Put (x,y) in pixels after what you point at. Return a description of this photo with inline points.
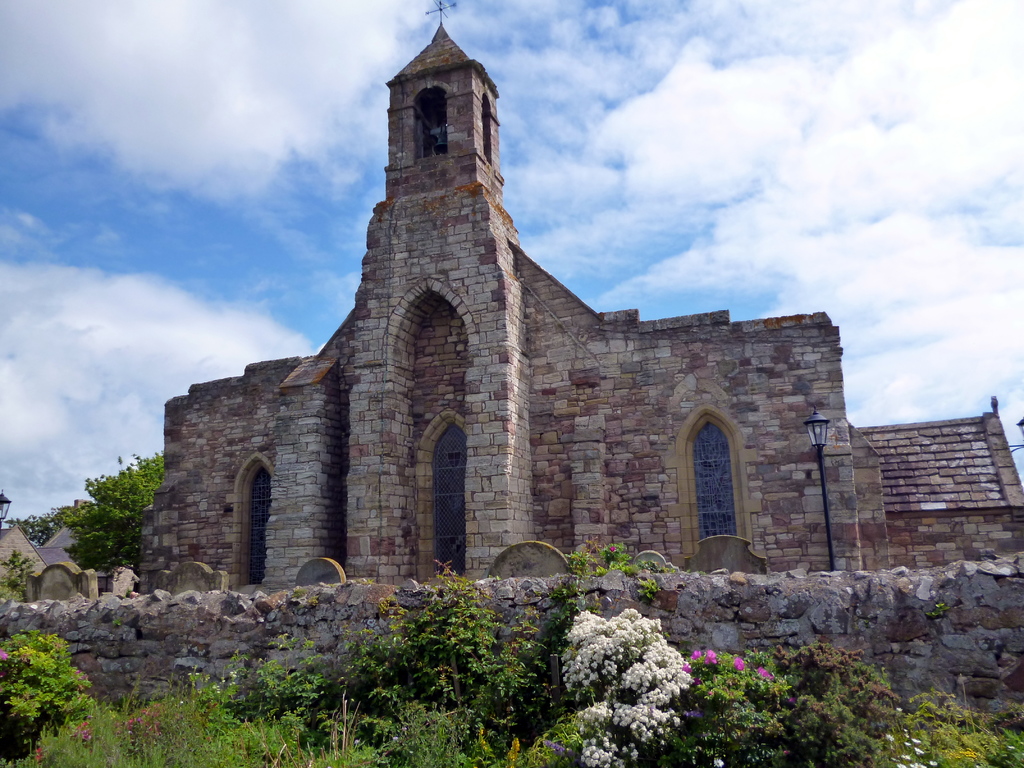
There are flower plants (606,667) and greenery (434,706) at the bottom side of the image (502,700) and a stone church (367,454) in the center (442,449). There is a lamp (7,502), tree (127,483) and sky (237,246) in the background area (258,294).
